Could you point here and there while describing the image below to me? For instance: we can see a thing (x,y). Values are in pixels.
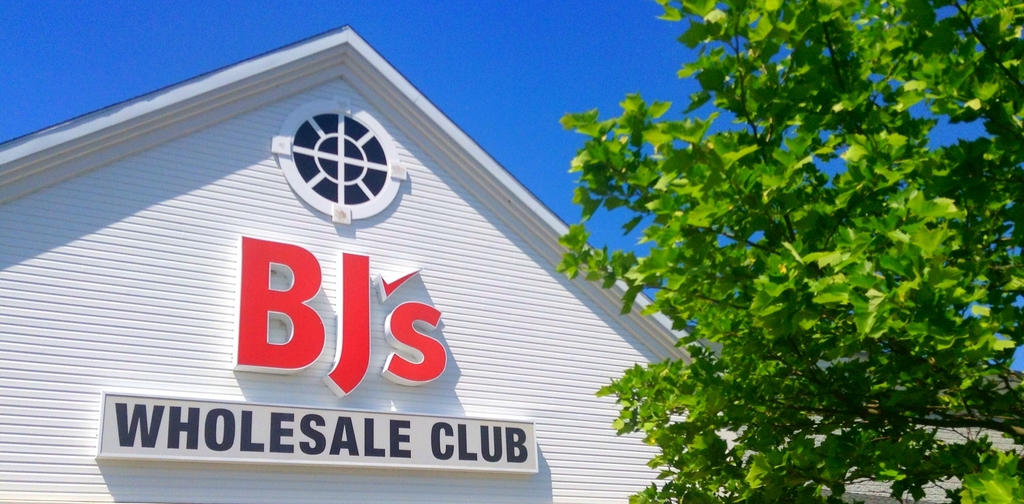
In the image there is a name (321,353) of some organisation in front of the wall (218,277) and beside that there is a tree (851,385).
